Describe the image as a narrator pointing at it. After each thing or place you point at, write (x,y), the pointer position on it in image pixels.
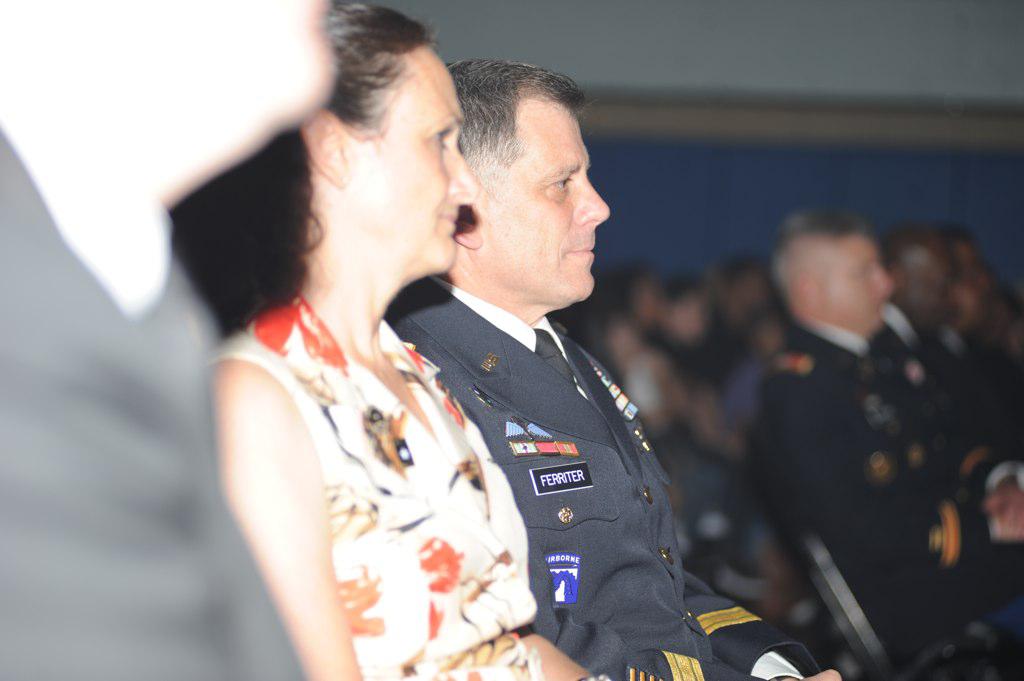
In this image we can see a woman (293,422) wearing dress (361,538) and a man (494,401) wearing uniform (587,511) are sitting here. The background of the image (802,274) is blurred, where we can see a few more people (866,440) sitting.
